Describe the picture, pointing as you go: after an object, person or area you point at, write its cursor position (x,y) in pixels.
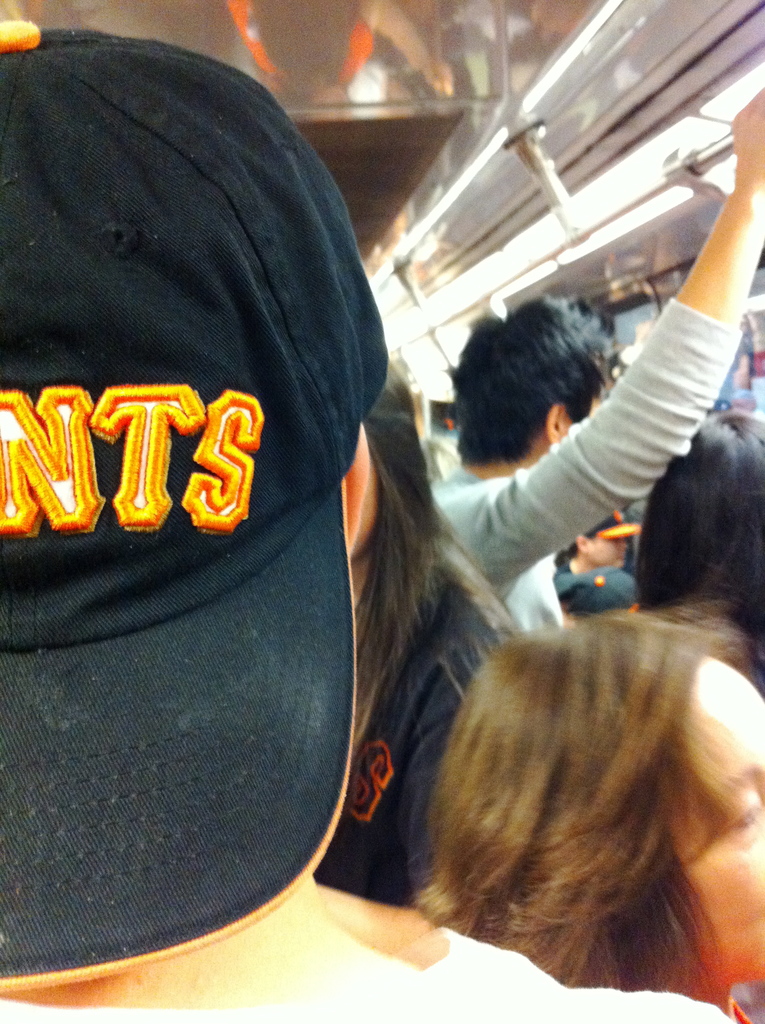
In this image we can see a person (323,924) wearing cap (126,467). In the back (505,562) there are few people (560,492). Also there is a person (503,482) holding handles (603,223). And there are lights (584,204).
